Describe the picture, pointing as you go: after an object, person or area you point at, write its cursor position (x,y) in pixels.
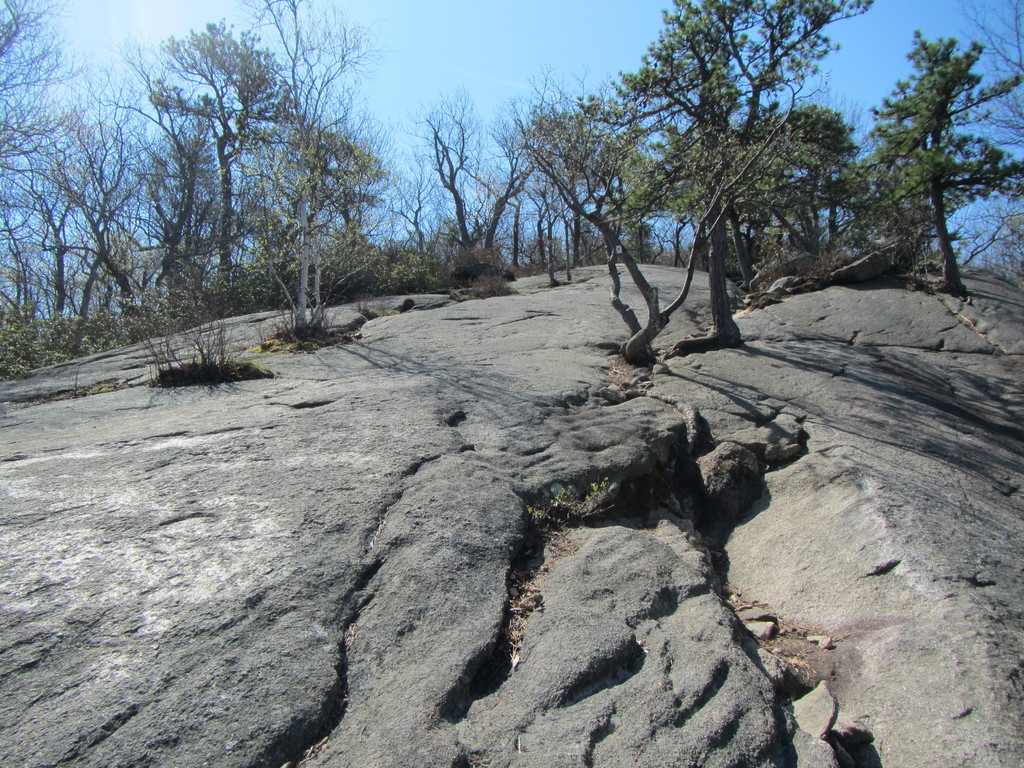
There are some trees (641,342) on the mountain (493,352) and there is a blue sky (463,52) at the top of this image (476,40).
